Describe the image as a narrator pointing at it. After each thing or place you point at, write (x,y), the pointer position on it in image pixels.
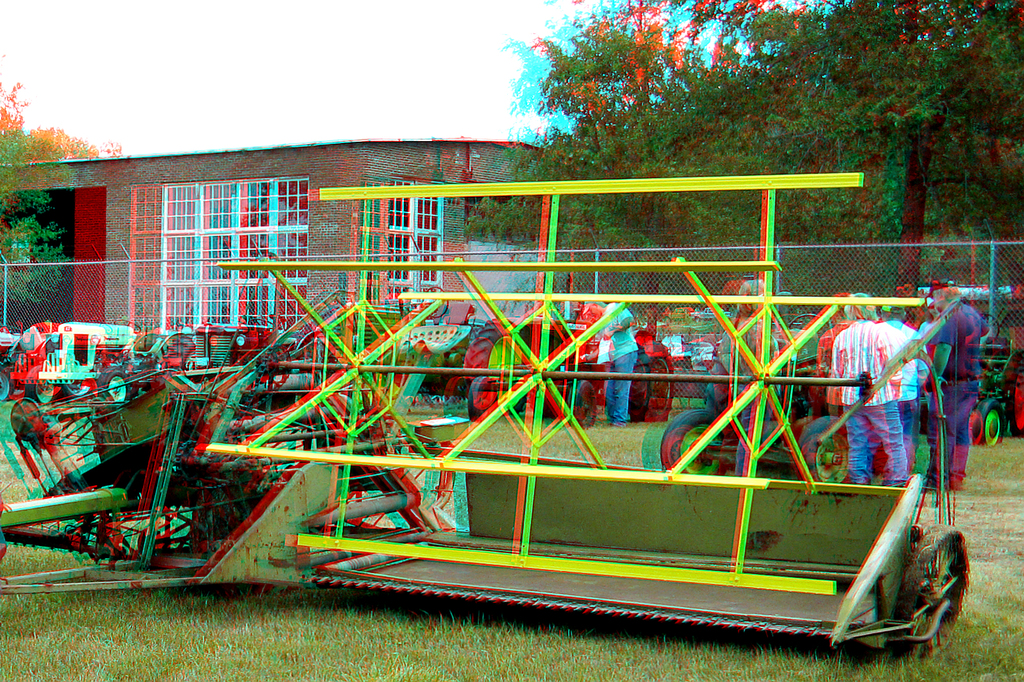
In this image we can see group of vehicles (505,374) are parked on the ground (921,453). to the right side of the image (847,433) we can see group of persons (842,392) standing on the ground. One person (975,396) wearing blue dress (959,355) and a cap (951,294). In the background (1009,300) we can see a metal mesh (777,275), building (217,241) with windows (174,234) and group of trees (723,126) and sky (278,56).
